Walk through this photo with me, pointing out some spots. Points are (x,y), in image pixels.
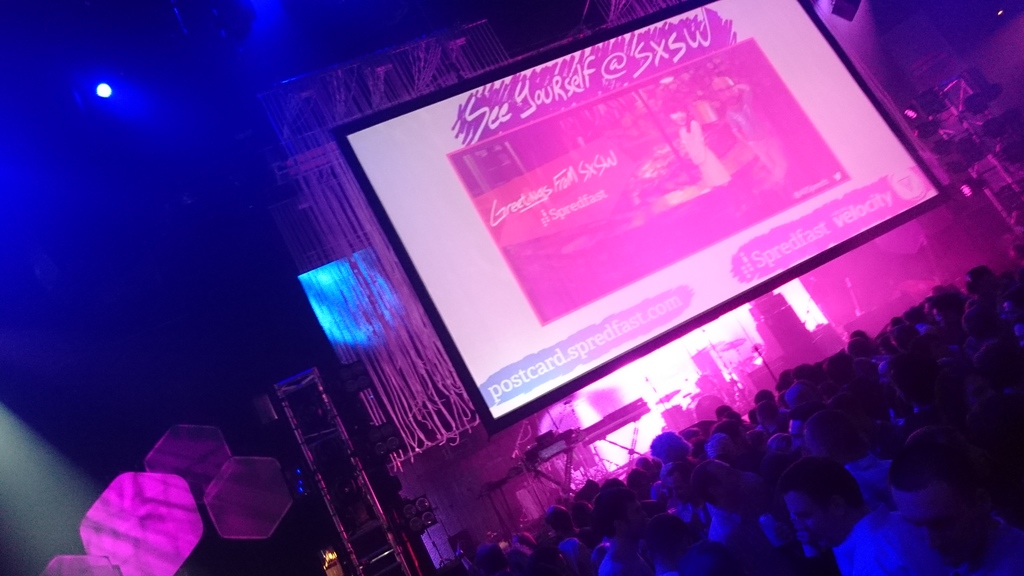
At the bottom of the image (671,469) there are many people (916,409) standing. In front of them there is a stage (601,453) with musical instruments (666,413) and also there are some other things (757,373). And there is a screen (583,112) with an image (552,189) and some text (552,218) on it. In the background (338,301) there are speakers (358,386) and also there are lights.
